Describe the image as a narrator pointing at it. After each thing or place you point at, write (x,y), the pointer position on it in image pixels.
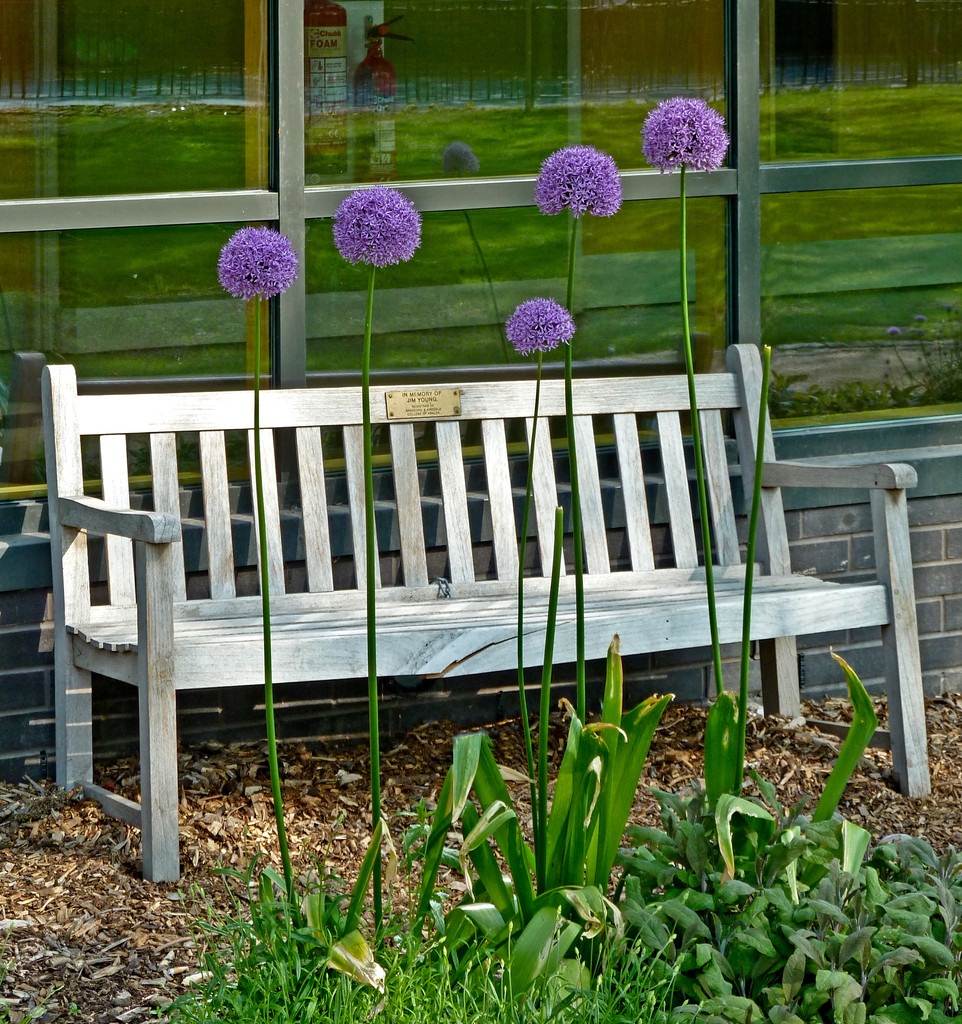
We can see in the picture that there is a bench (395,615), dry leaves (108,914), plant (276,952), flower (379,235). Back of the bench (606,580) there is a window (249,95).
